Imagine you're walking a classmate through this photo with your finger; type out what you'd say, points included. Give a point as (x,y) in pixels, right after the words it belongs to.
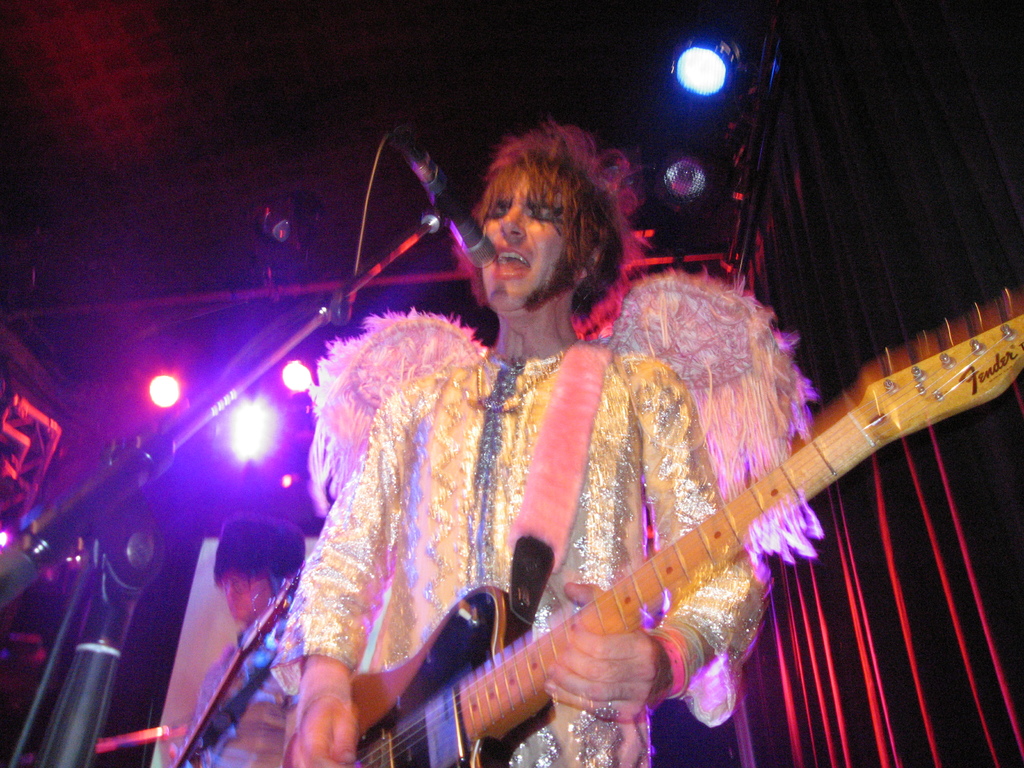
This man (533,222) is playing a guitar (726,545) and singing in-front of mic (462,229). On top (704,85) there are focusing lights (685,82). Far the other person (254,599) is also standing. This is curtain (875,278) in red color.
